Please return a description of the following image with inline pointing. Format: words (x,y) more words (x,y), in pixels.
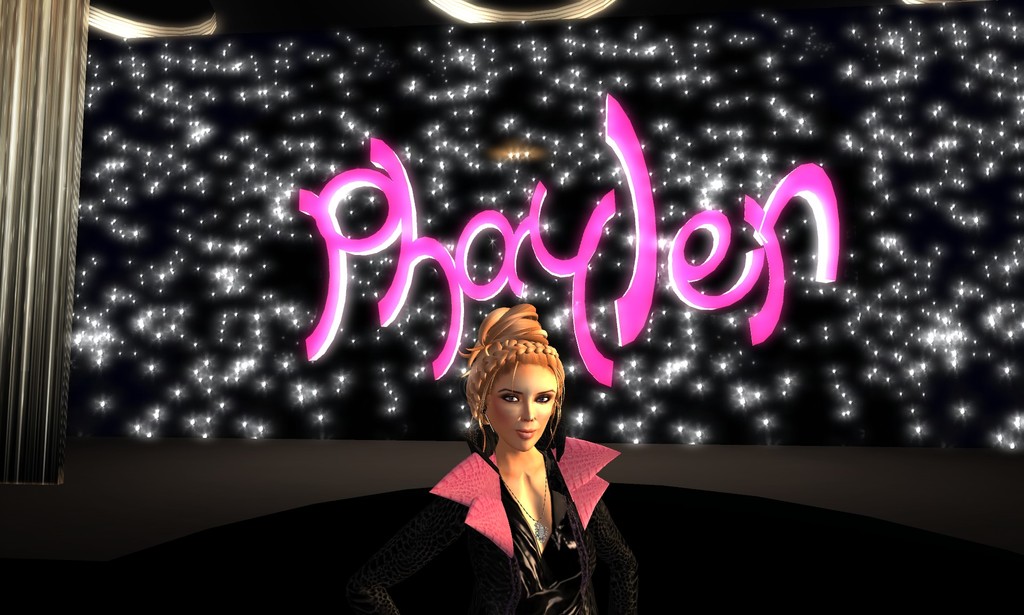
This is an animation picture and I can see a woman (493,470) and text (339,232) in the back (440,364) and looks like few stars (263,89) in the back (637,51) and a curtain (68,237) on the left side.
